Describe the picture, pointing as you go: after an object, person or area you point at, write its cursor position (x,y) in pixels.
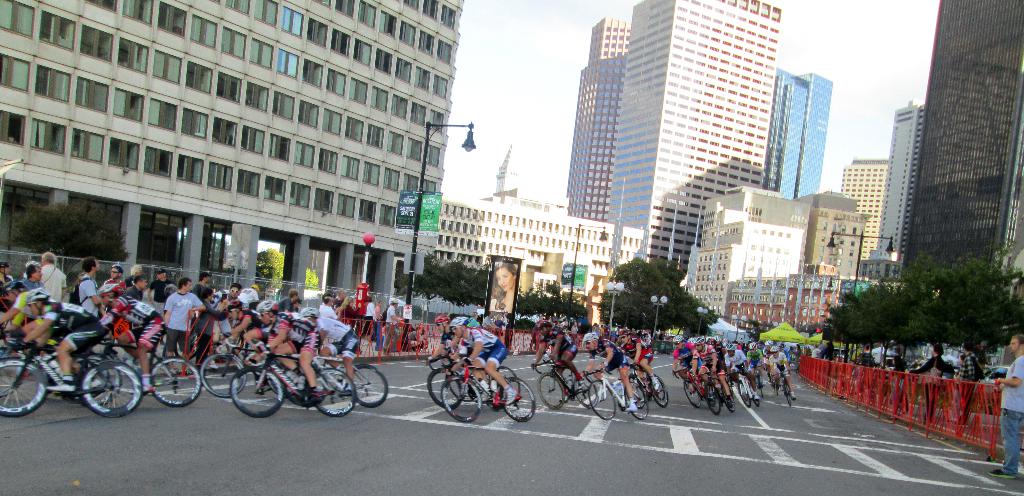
In the middle of the image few people (746,348) are riding bicycles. Behind them few people (798,359) are standing and watching. Bottom right side of the image (854,360) there is a fencing (839,360) and few people (1021,403) are standing and watching. Behind them there are some trees (997,285) and buildings (712,162). Top of the image (899,15) there are some clouds (902,0) and sky (479,38). Top left side of the image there is a pole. Behind the pole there is a buildings (402,189).
